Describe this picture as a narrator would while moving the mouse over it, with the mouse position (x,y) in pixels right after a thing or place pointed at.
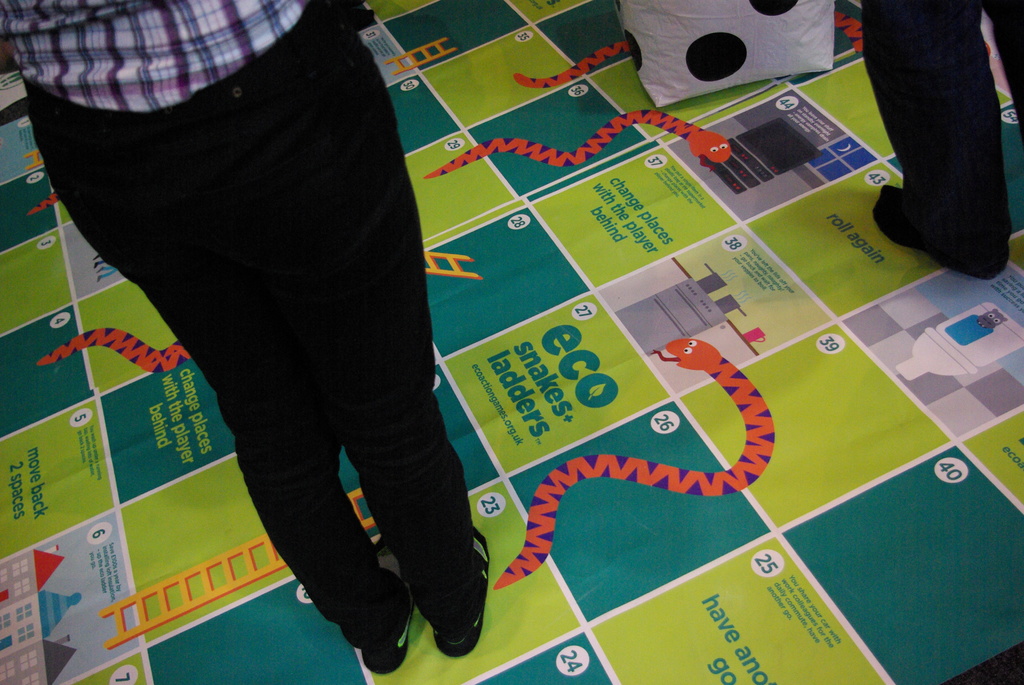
In this image I can see two persons (357,325) standing and there is an object (678,91) on the snake and ladder board (560,458).
